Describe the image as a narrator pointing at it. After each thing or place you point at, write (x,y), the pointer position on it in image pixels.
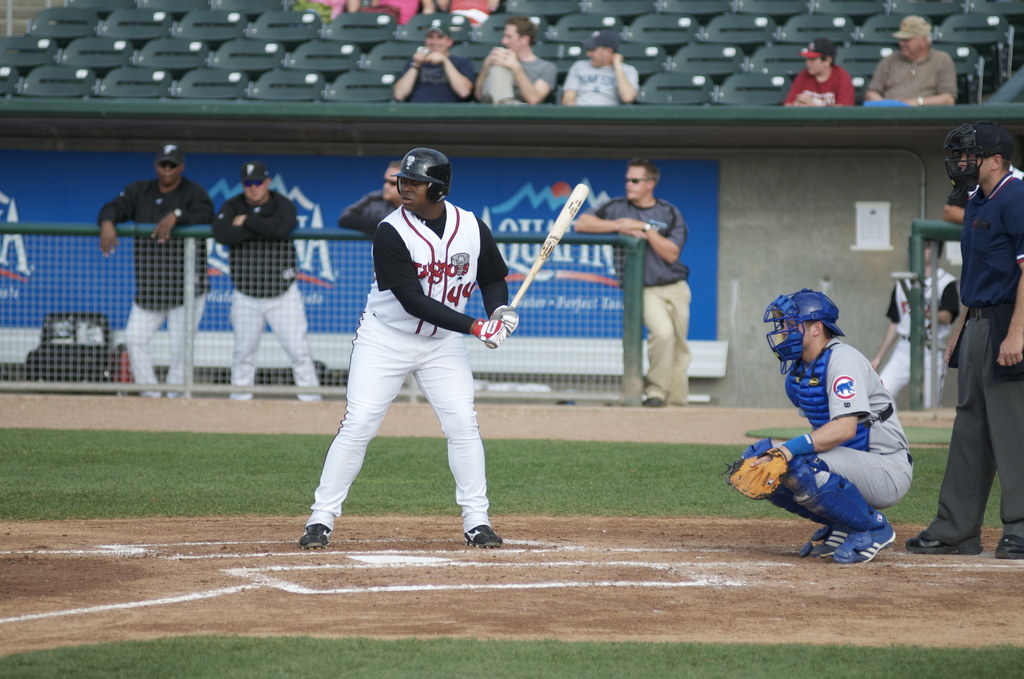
The man (426,270) in white T-shirt (425,275) who is wearing a black helmet (433,184) is holding a baseball bat (581,194) in his hand (482,334). I think he is playing a baseball. Behind him, the man (843,397) in grey T-shirt (851,397) who is wearing a blue helmet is in squat position. Behind him, we see a fence (183,307) and people (258,179) standing beside that. In the background (917,34), we see people (931,51) sitting on the chairs (472,50). At the bottom of the picture (449,649), we see the grass (671,662) and this picture is clicked on the baseball ground (602,494).
